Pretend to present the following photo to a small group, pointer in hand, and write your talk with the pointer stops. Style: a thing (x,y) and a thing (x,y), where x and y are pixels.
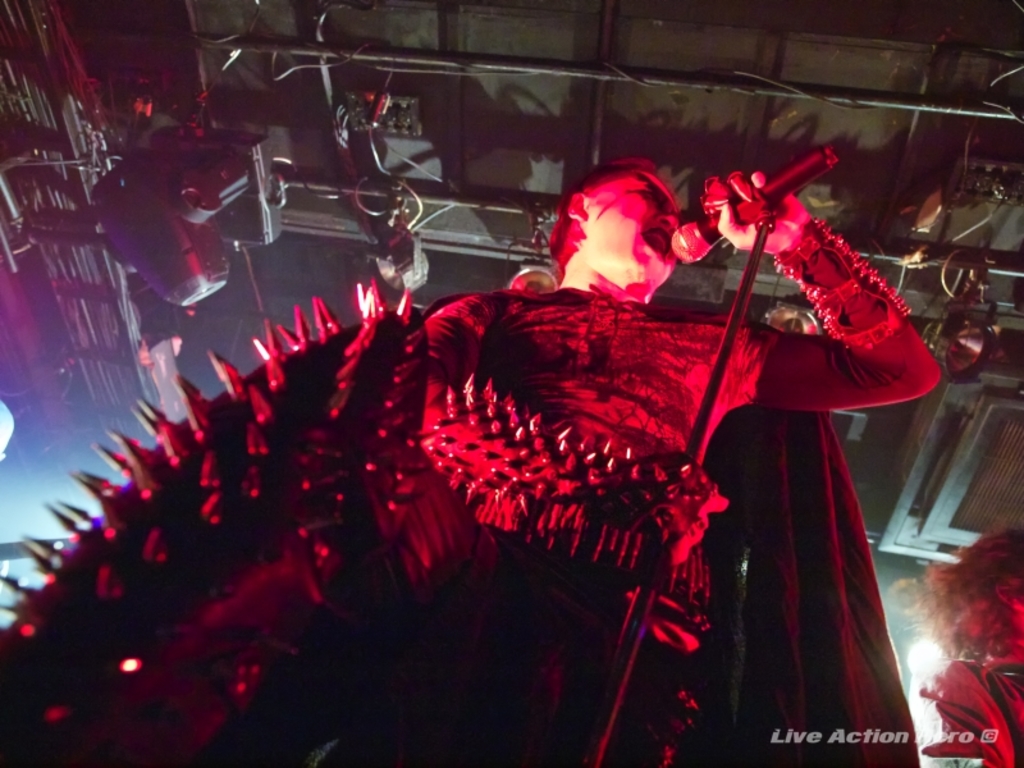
In this picture we can see a person (449,441) in the fancy dress (484,392) and the man (469,381) is holding a microphone (699,243) and a stand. On the right side of the person (586,508) there is another person (956,620) is standing. At the top (368,230) there are lights (167,244) and iron rods (969,266). On the image there is a watermark (880,742).
